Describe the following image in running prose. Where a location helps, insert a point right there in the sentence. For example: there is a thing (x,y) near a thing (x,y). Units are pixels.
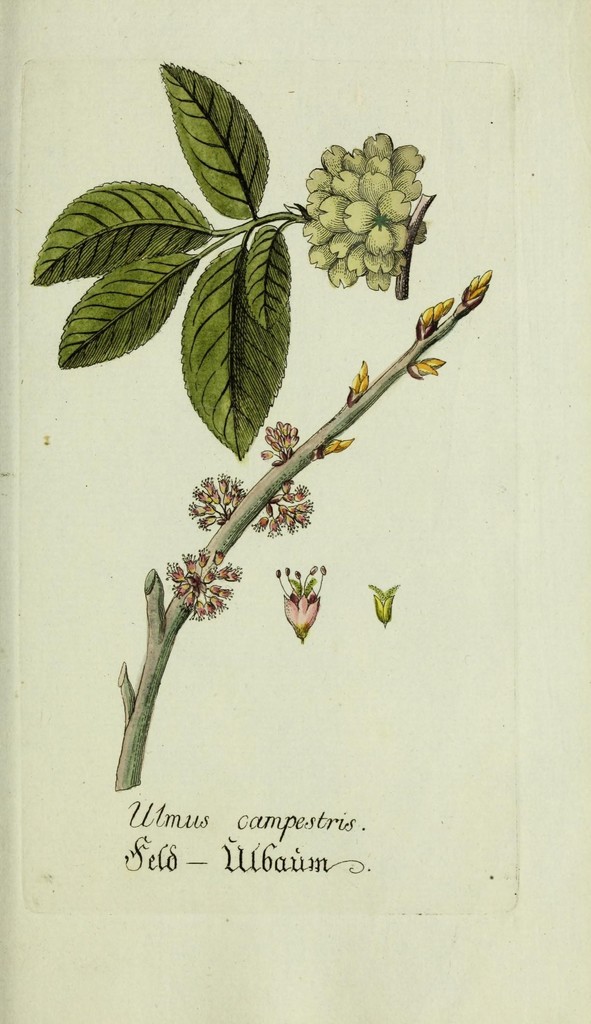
In the image there is a stem (137,712) with flowers (199,592) which are in pink and yellow color. And also there are leaves (191,212). At the bottom of the image (262,820) below the stem (461,307) there is a name (262,820).
